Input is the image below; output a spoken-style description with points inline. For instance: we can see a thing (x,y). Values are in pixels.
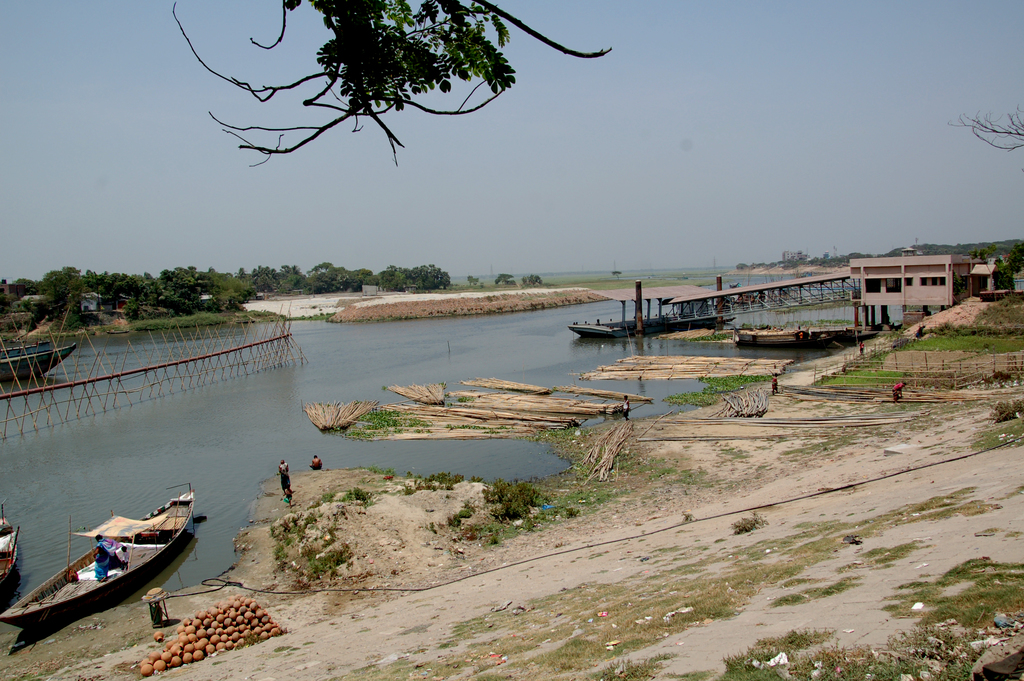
In this image we can see land (635,525), pond (241,410), boats (92,570), pots (234,613), building (857,301), trees (313,282) and humans (280,469). The sky (691,163) is in blue color. Top of the image (346,50) branch (397,44) of a tree (435,48) is present.
